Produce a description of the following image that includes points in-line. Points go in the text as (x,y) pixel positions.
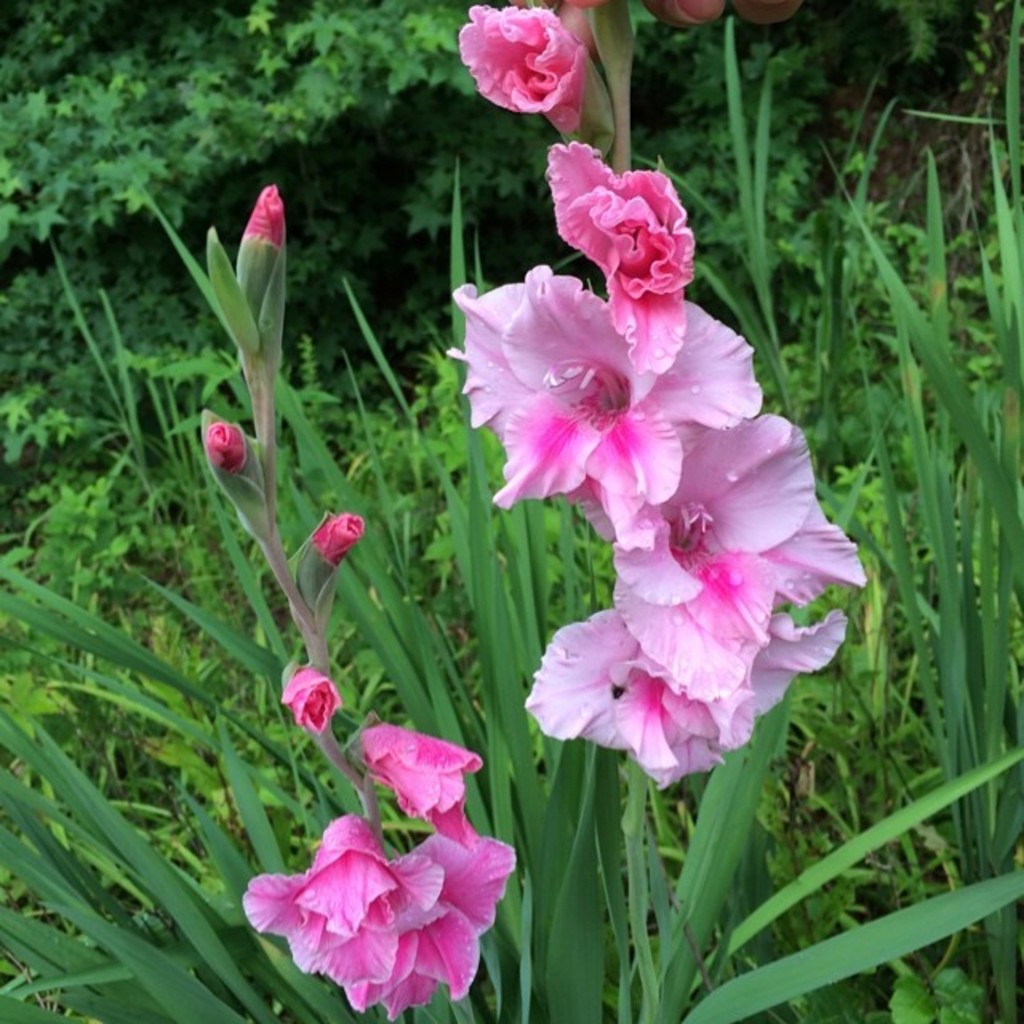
In the middle of the image (498,354) we can see some flowers (609,80). Behind the flowers (540,13) there are some plants (919,59) and trees (15,15). At the top of the image (782,15) we can see some fingers (782,15).
